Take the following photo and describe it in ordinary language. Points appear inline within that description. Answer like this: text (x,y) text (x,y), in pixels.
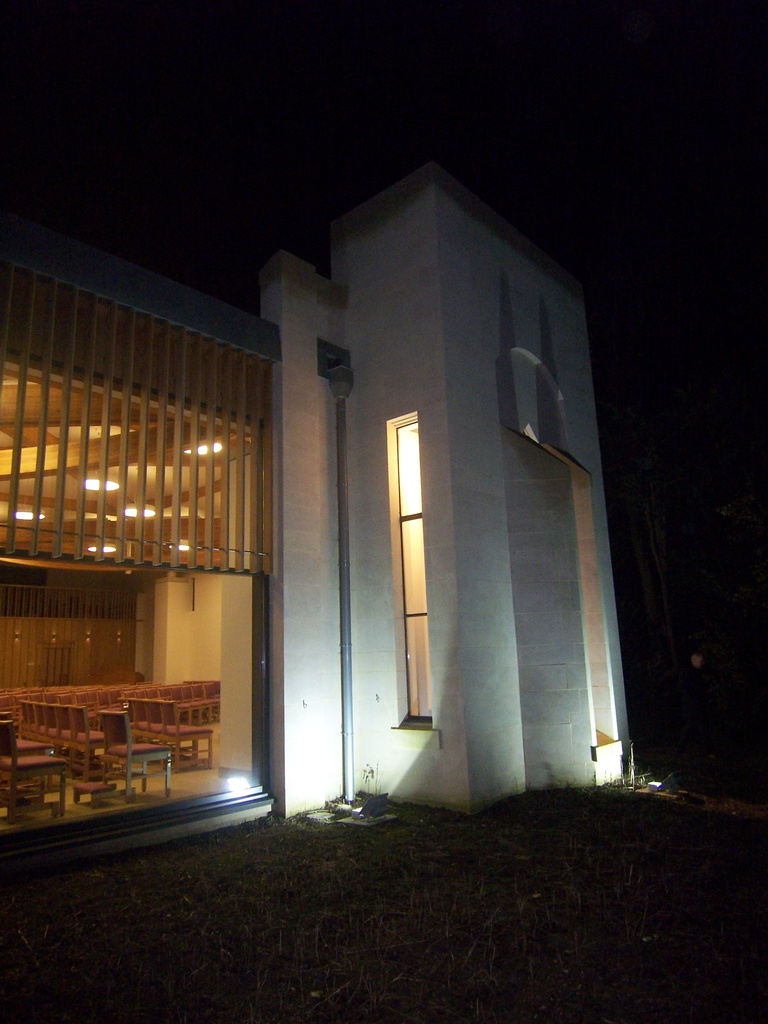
In the picture I can see a building (148,655) which has few chairs (119,703) in the left corner (122,716) and there are few lights (189,452) above it.
